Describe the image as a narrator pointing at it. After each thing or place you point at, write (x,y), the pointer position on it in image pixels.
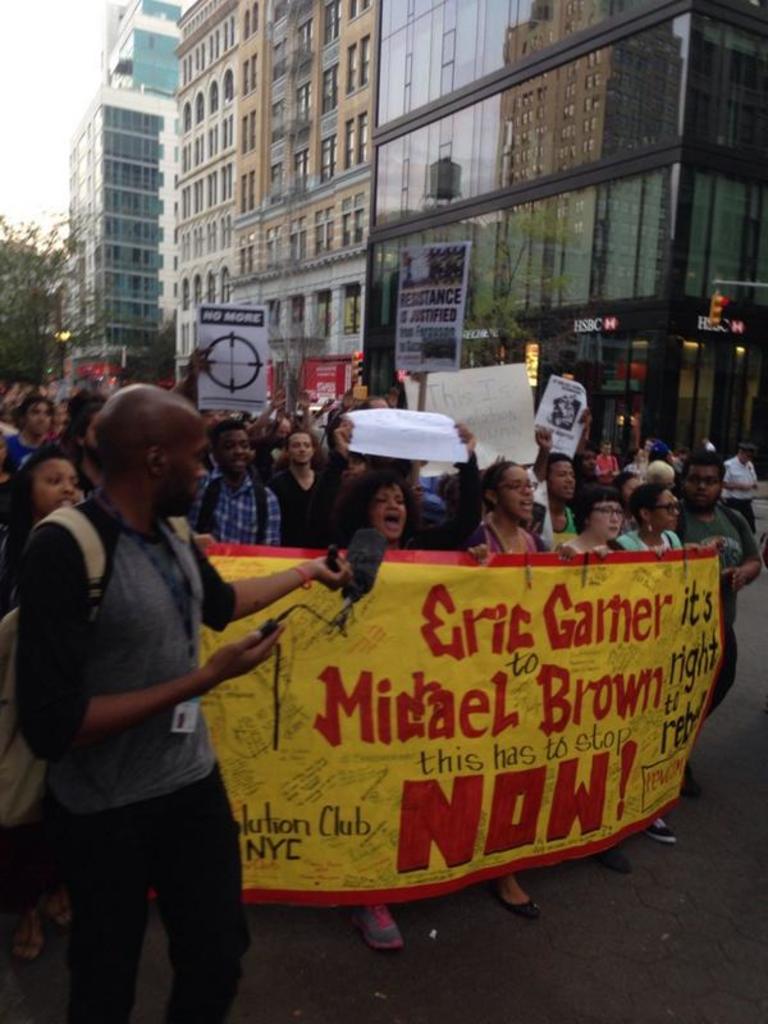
In this picture there are people (398,507), among them few people (416,544) holding banner (526,622) and few people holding boards (444,386). We can see road (676,865). In the background of the image (644,214) we can see buildings (256,215), sky (33,242) and trees (52,285).
